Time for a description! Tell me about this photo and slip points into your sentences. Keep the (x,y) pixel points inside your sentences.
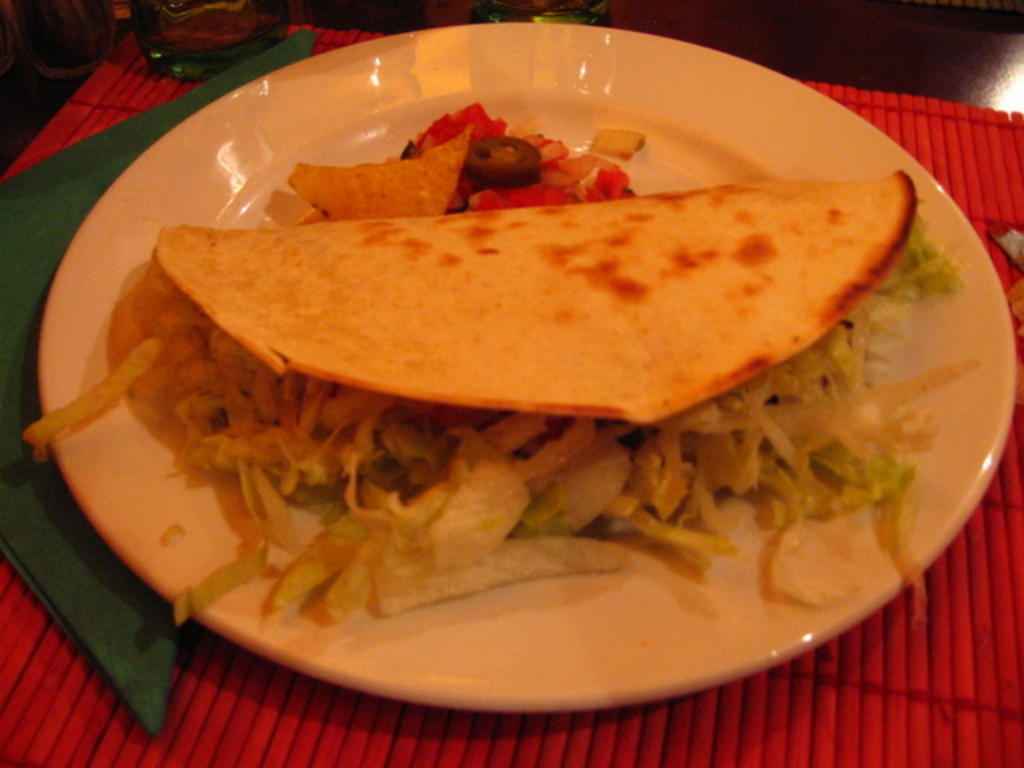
In this image we can see food (742,486) in a plate (362,44), cloth (19,508), and other objects (66,681) on a table (948,61).
